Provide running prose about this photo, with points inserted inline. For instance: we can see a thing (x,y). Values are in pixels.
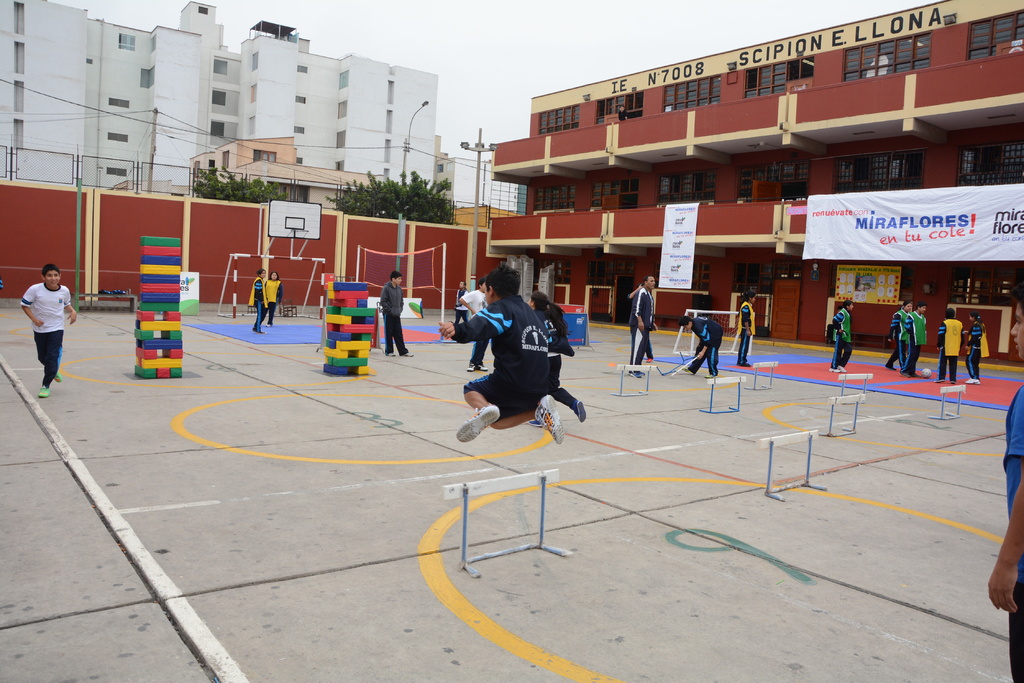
In this image I can see a person (506,364) wearing black dress (504,382) is jumping in the air. In the background (481,303) I can see few other persons (462,300) standing on the ground (860,356), few objects (327,356) which are very colorful, the net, the wall (216,234) which is maroon and cream in color and the building (697,123) which is red and cream in color. I can see a white colored banner (847,229) to the building (783,218). I can see few trees (346,194), few buildings (149,102), few wires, few poles (154,137) and the sky (489,33).
